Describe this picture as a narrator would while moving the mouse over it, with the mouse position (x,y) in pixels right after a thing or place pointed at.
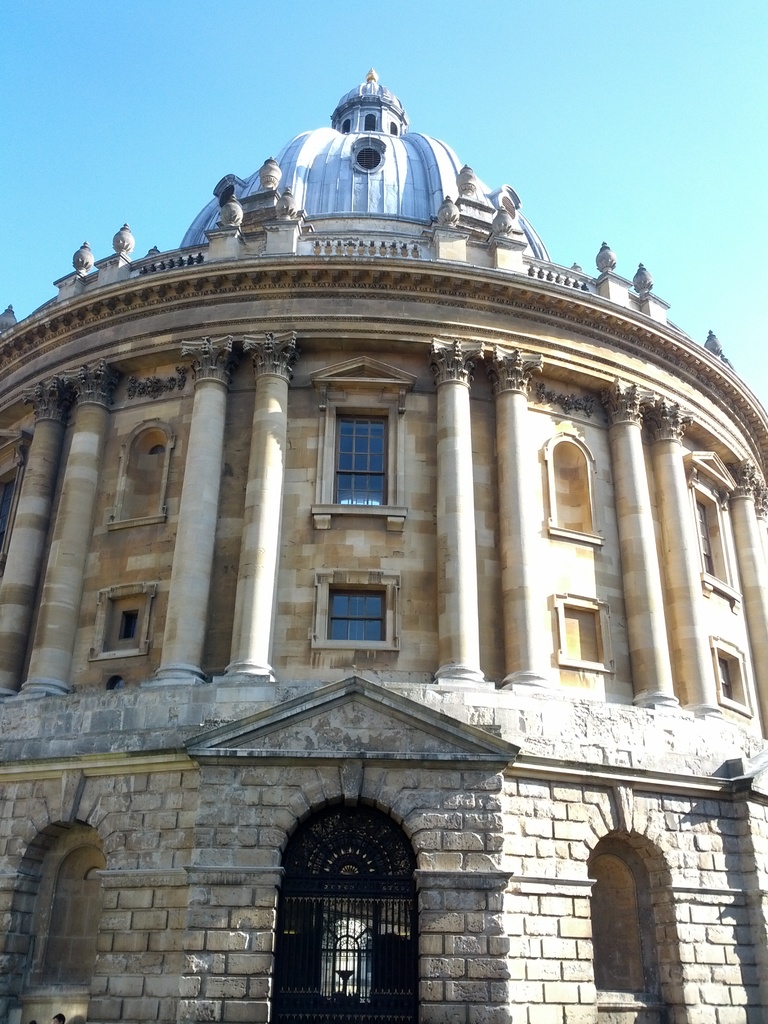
In this picture I can see there is a building (222,951) and it has a door (358,927) and there is a black gate (334,914). There are few glass windows (361,451) and there are few pillars (200,632) and the sky (313,90) is clear.
